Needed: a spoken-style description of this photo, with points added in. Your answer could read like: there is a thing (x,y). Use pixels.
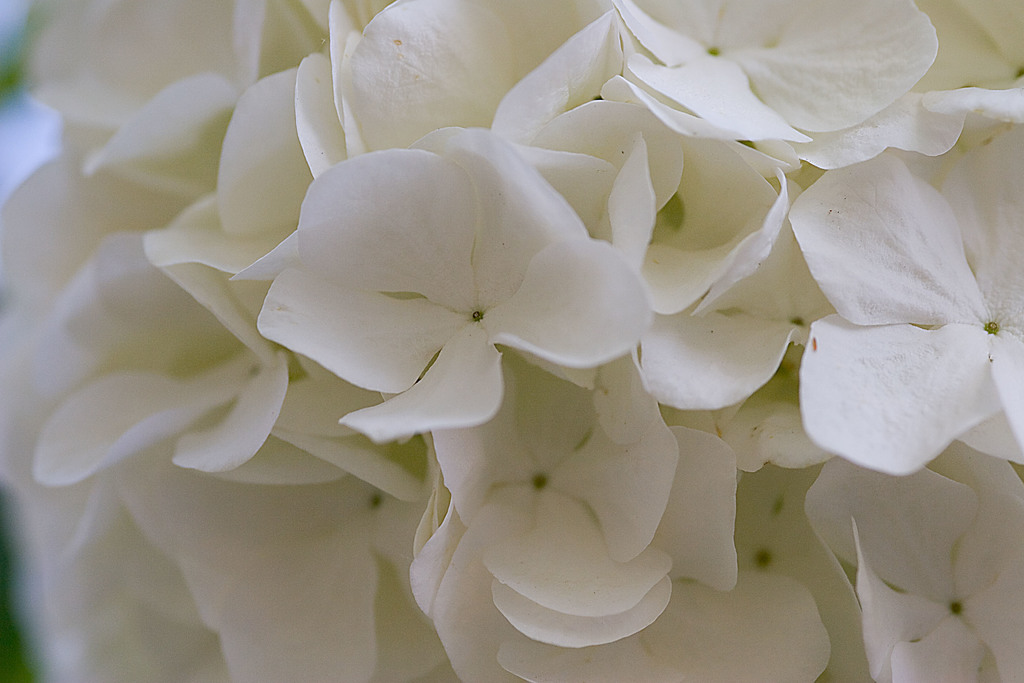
In this image, we can see some white colored flowers (476,602).
